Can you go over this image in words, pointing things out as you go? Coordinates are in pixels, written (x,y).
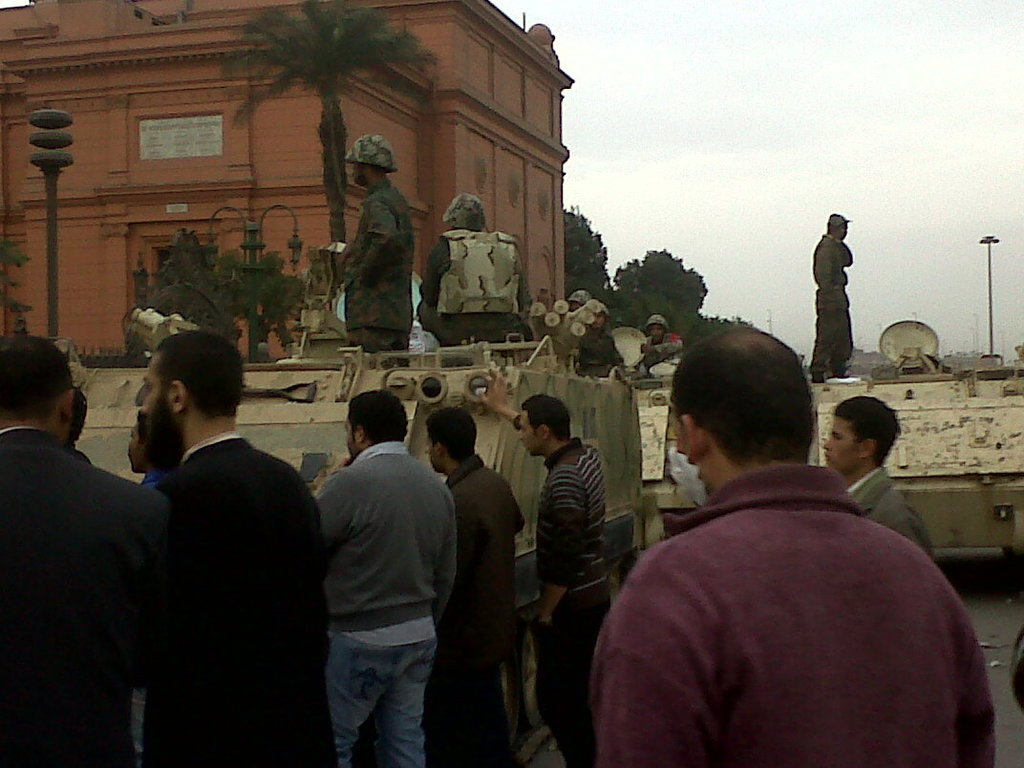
In this picture we can observe some people (438,570) standing. All of them are men (576,509). We can observe some military tankers (446,403) and some soldiers (818,324) on the tankers (272,425). In the background (186,137) there are some trees (357,23) and a building (259,105). We can observe a sky (729,163) with some clouds (769,167).
